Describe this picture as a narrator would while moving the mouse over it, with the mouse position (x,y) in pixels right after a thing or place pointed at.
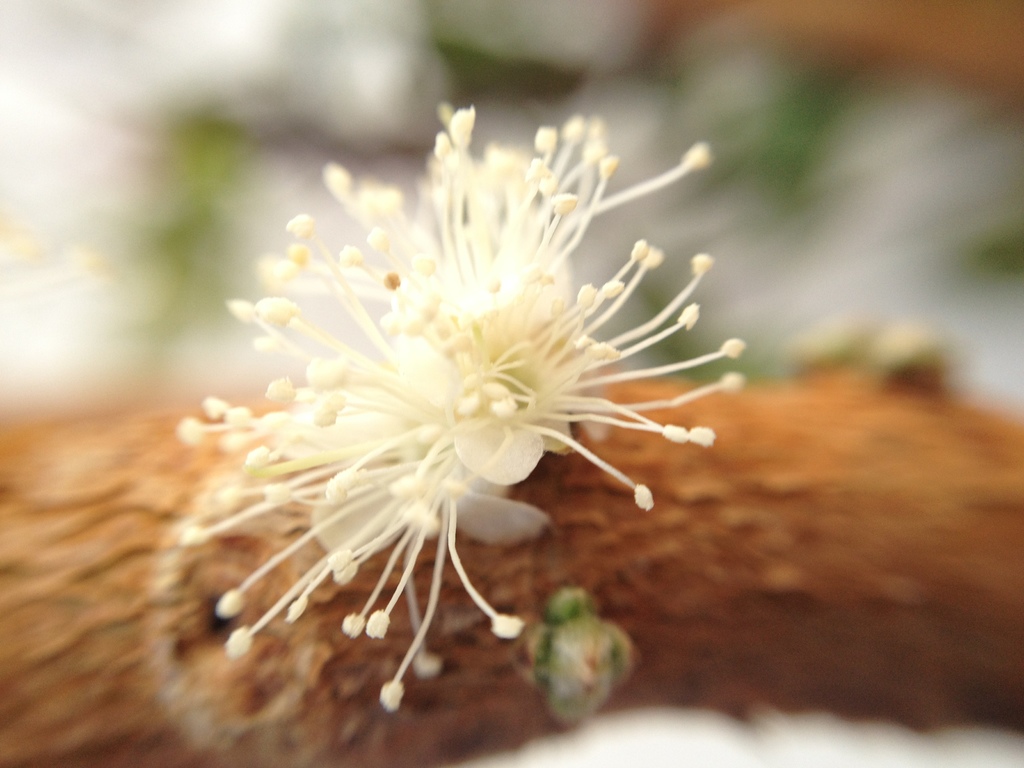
In this image, we can see flowers (501,378). Background (1012,377) we can see the blur view.
